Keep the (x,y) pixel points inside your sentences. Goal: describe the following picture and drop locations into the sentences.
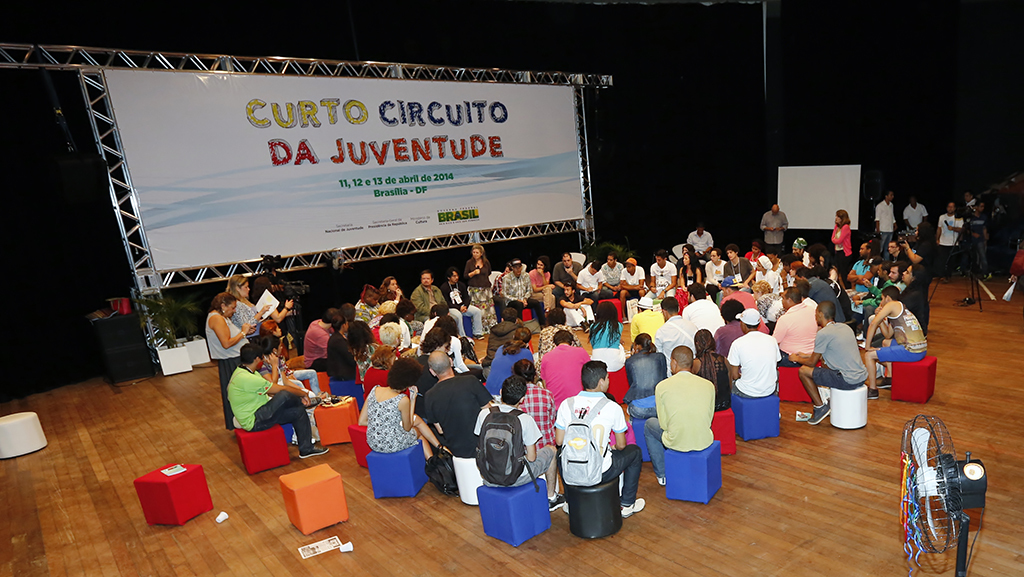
There is a chair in the left corner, A fan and a camera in the right corner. There are people (222,333) sitting on stage (355,518) in the foreground (903,357). There is a white background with some text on it. And at the bottom (179,543) there is wooden flooring (213,569).
